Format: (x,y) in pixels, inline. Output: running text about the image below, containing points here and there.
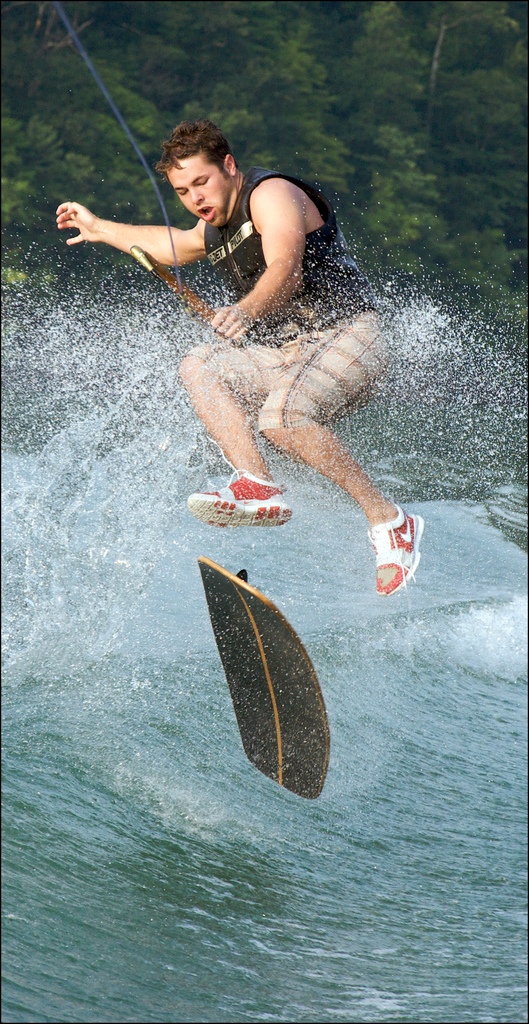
There is a man (388,508) surfing on the waves (254,779) and he is wearing sports shoes (411,545), black shirt (312,294) and a short (281,364). The person (281,364) is holding the support (135,258) of a rope (176,265).
